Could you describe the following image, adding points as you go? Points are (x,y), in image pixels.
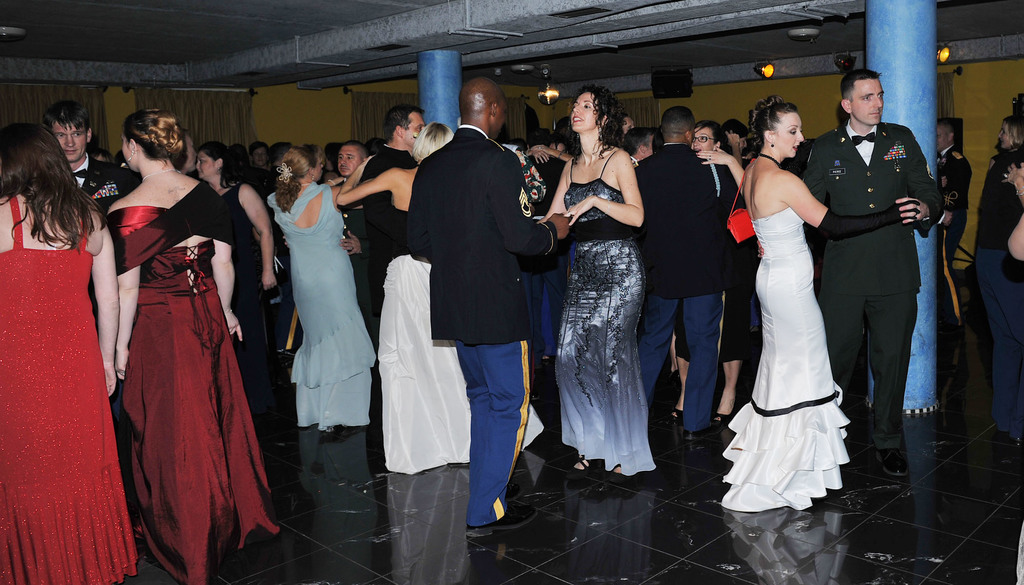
In the picture I can see few persons (523,226) dancing and there are few lights (757,65) and speakers (681,79) attached to the wall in the background (663,67).
